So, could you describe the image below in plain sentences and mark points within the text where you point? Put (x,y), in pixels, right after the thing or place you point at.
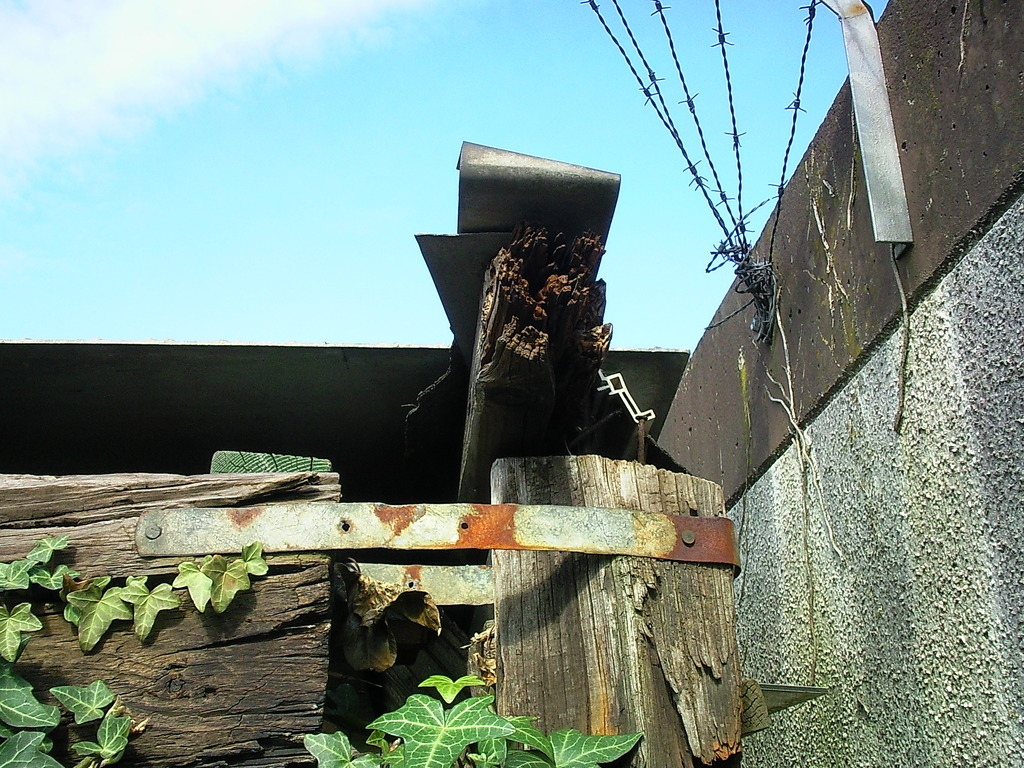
In this picture we can see 2 wooden blocks (131,745) attached by an iron rod (418,515). At the top (569,62) we can see the sky (402,80) is blue. At the bottom (91,694) we can see leaves (94,706).
